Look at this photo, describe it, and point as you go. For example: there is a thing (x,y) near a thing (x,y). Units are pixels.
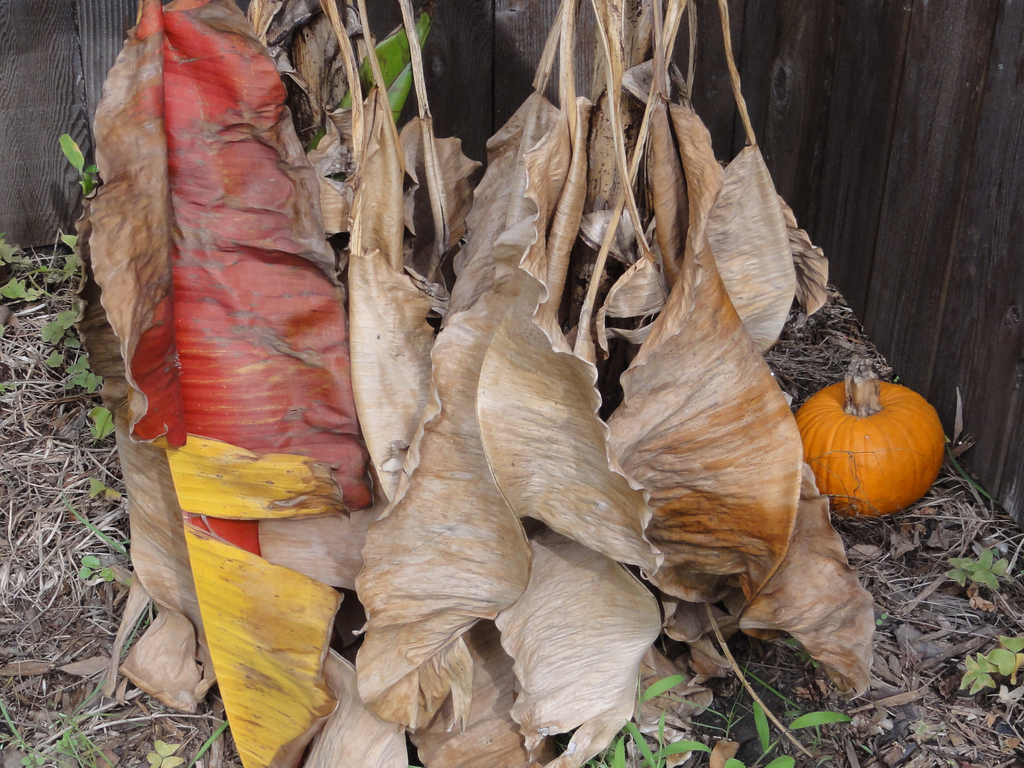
In this image we can see, there are so many dry leaves (523,618) hanging, and also there are some plants (2,243) on the ground (843,516) and on the right side (836,503) we can see a vegetable (856,458).
